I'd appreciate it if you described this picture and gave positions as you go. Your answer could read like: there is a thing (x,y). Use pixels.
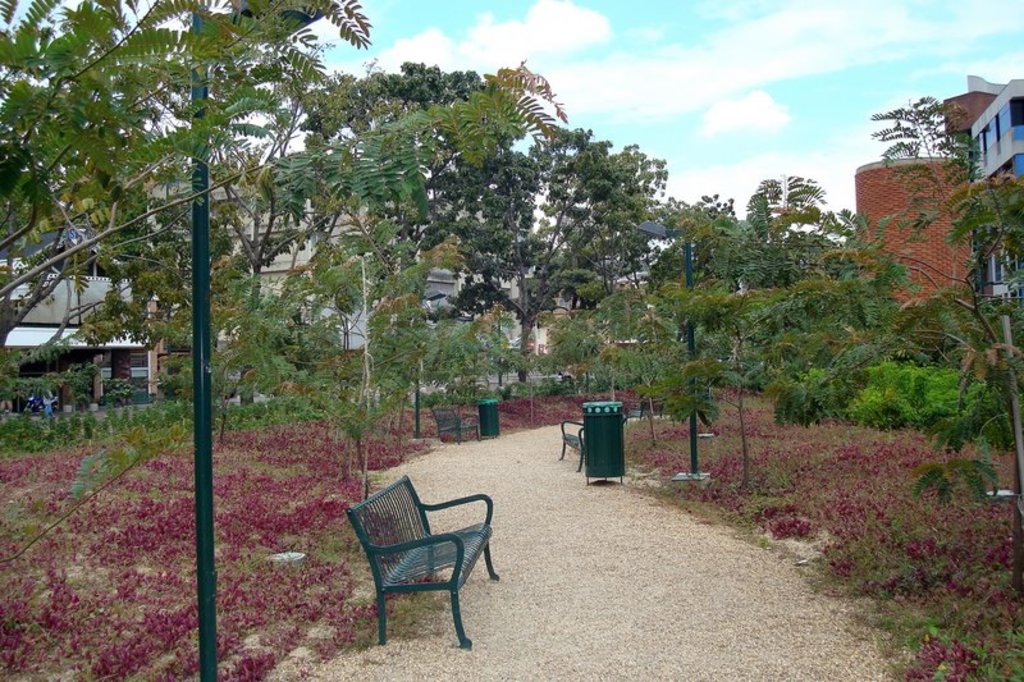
In this picture we can see there are benches (581,436), dustbins (592,430), poles (204,514) on the walkway (487,578). On the left side of the benches (439,437) there are plants (351,487), trees (118,322), buildings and the sky (558,4).
